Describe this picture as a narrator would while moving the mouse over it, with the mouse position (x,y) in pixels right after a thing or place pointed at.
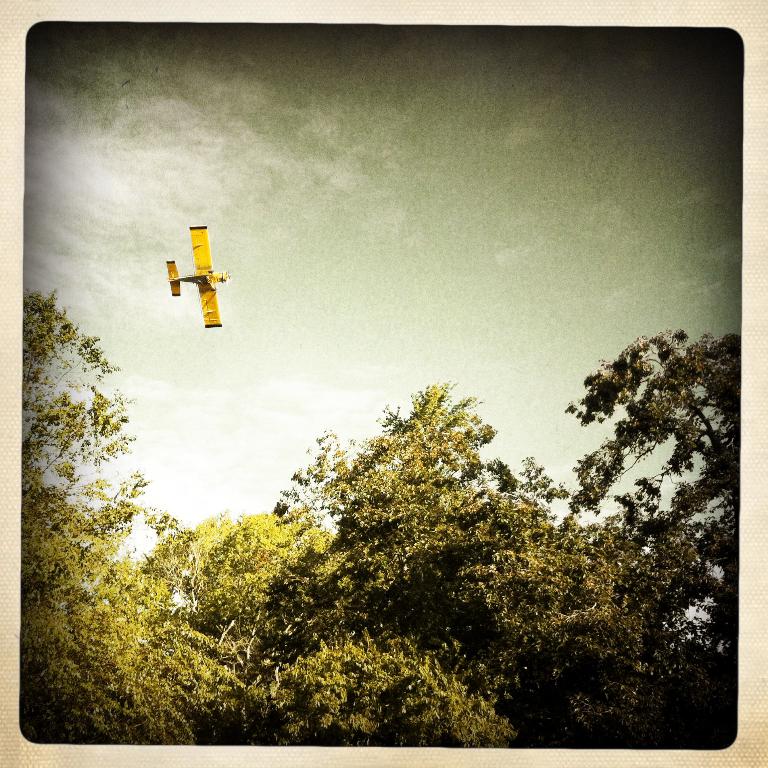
This is an edited image, where there are trees (263,707) and an airplane (218,319) flying in the sky (210,331).
